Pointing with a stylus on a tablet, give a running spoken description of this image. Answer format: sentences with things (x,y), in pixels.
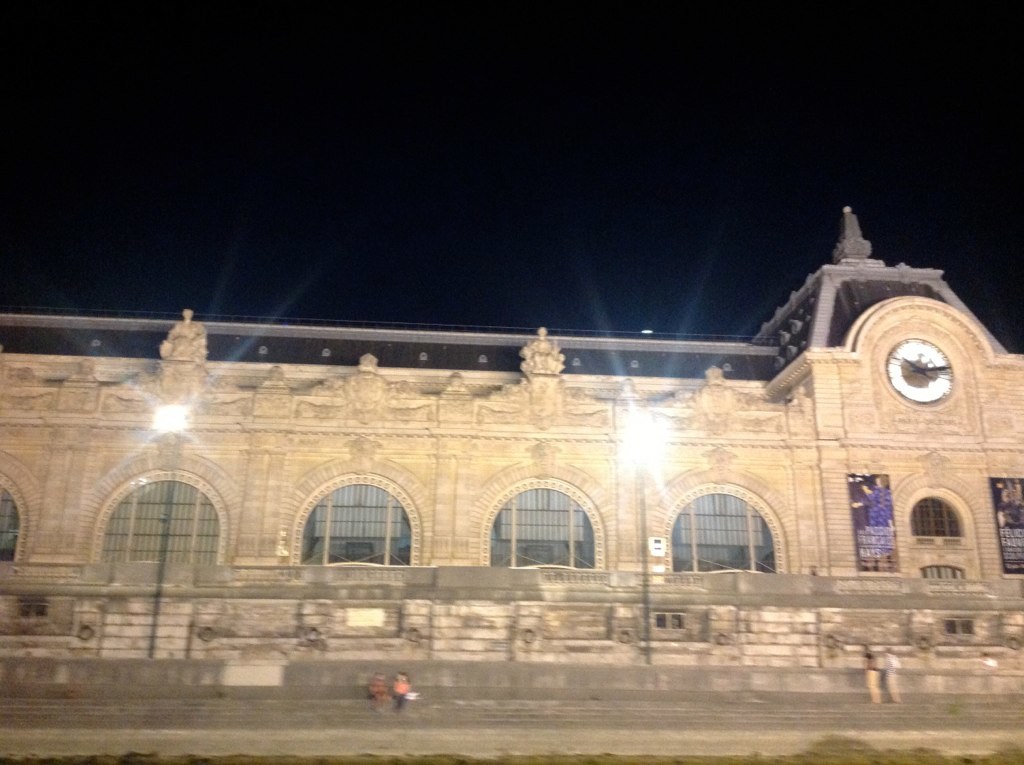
In this image there is a building (601,521). At the right side of the building (909,416) there is a clock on the wall (860,362). In front of the building (196,561) there are two street lights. there are stairs (428,692) at the front of the image (439,702) and two people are sitting on the stairs (509,721).
